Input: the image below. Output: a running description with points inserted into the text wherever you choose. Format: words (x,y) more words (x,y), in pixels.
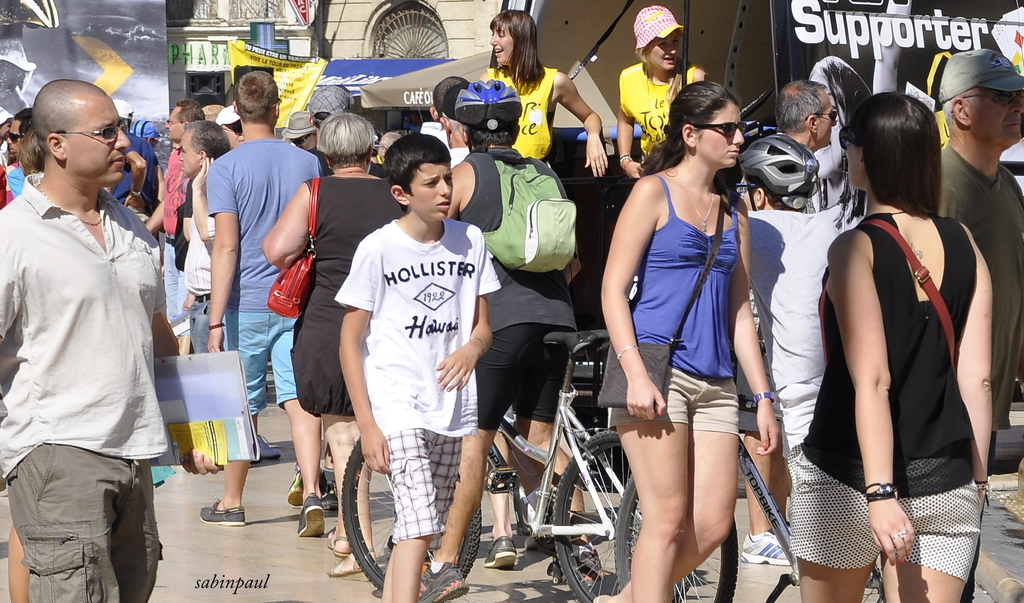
In this image i can see a group of people (423,286) who are walking on the road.
